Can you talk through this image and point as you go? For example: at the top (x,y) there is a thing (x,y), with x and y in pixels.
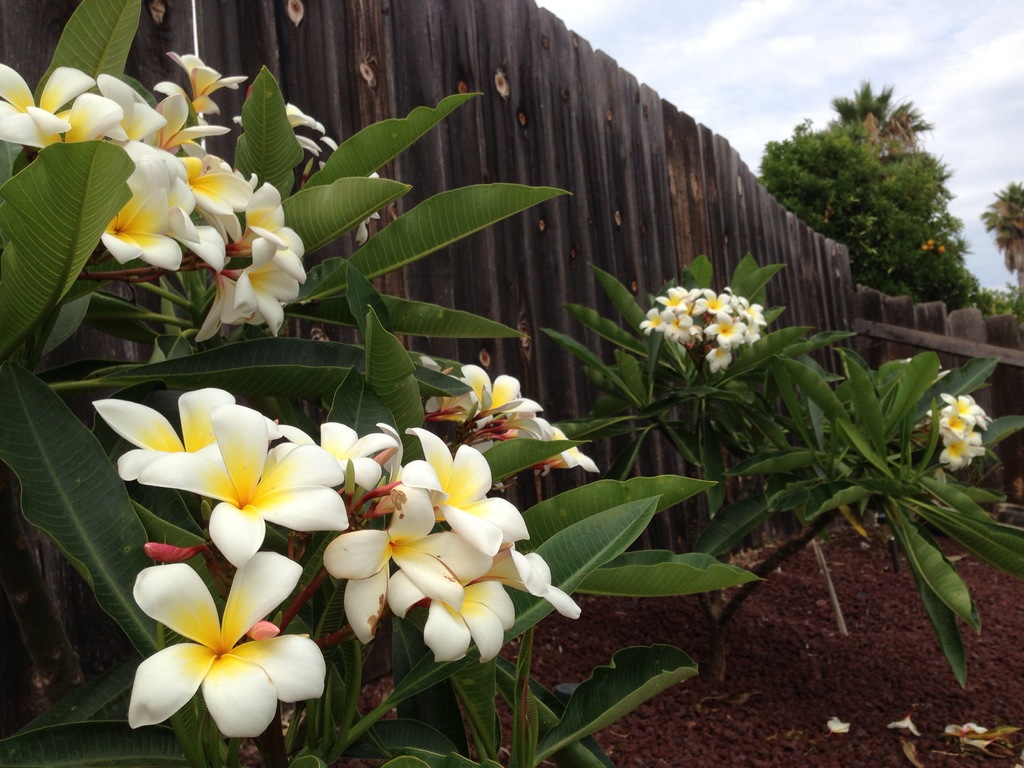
In this image I can see few flowers (421,592) in white and yellow color. Background (792,99) I can see a wooden fencing (487,118), trees (816,170) in green color, sky (739,84) in white color.
